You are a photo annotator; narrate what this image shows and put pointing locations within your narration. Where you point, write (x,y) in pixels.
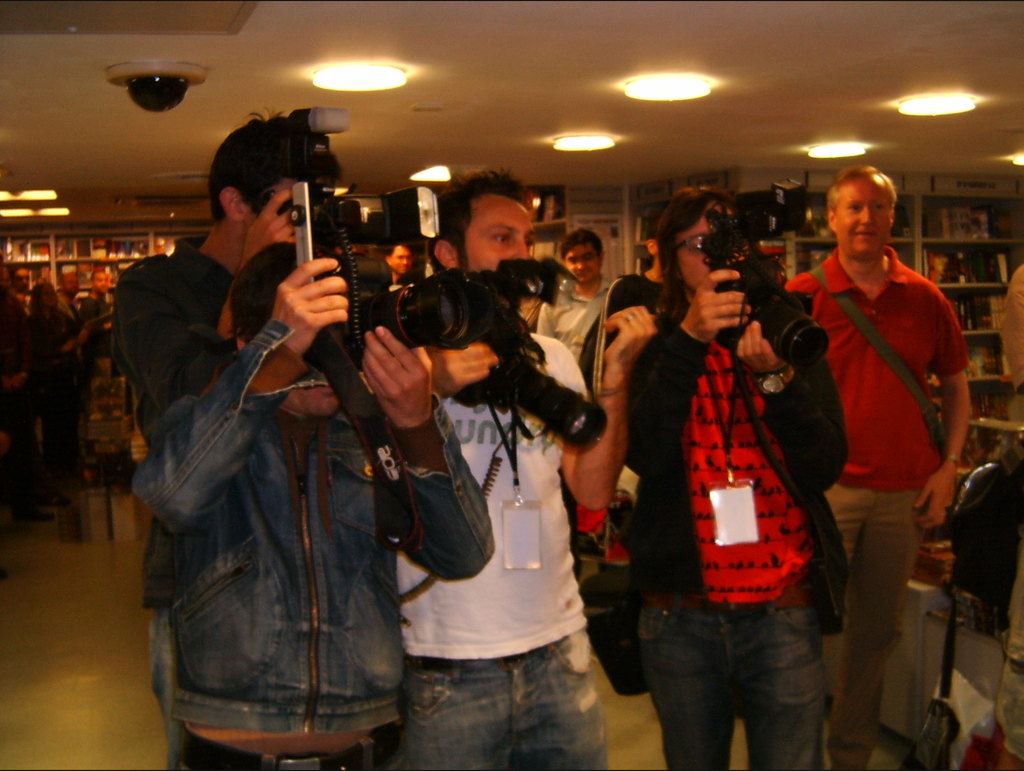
People (587,451) are standing in a room (821,367) wearing id cards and holding cameras (818,352). There are books (965,329) in the book shelves (976,367) at the back (976,367). There are lights (965,95) at the top (359,82).
